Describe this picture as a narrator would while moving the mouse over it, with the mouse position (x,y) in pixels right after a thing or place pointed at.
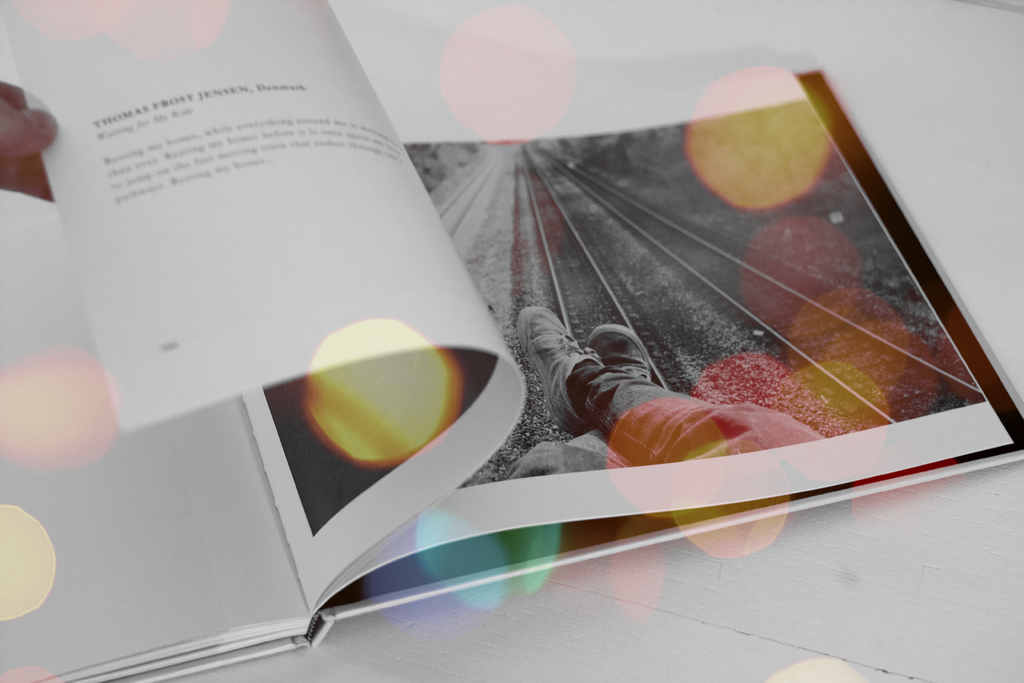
In this image I can see a book (71,194) and a person's hand (4,89) holding a page (109,171). In the book (536,155) I can see the image (635,303) of a person's legs (636,369) on the railway track (581,239) and I can see the book (599,329) is on the white colored surface (660,558).
